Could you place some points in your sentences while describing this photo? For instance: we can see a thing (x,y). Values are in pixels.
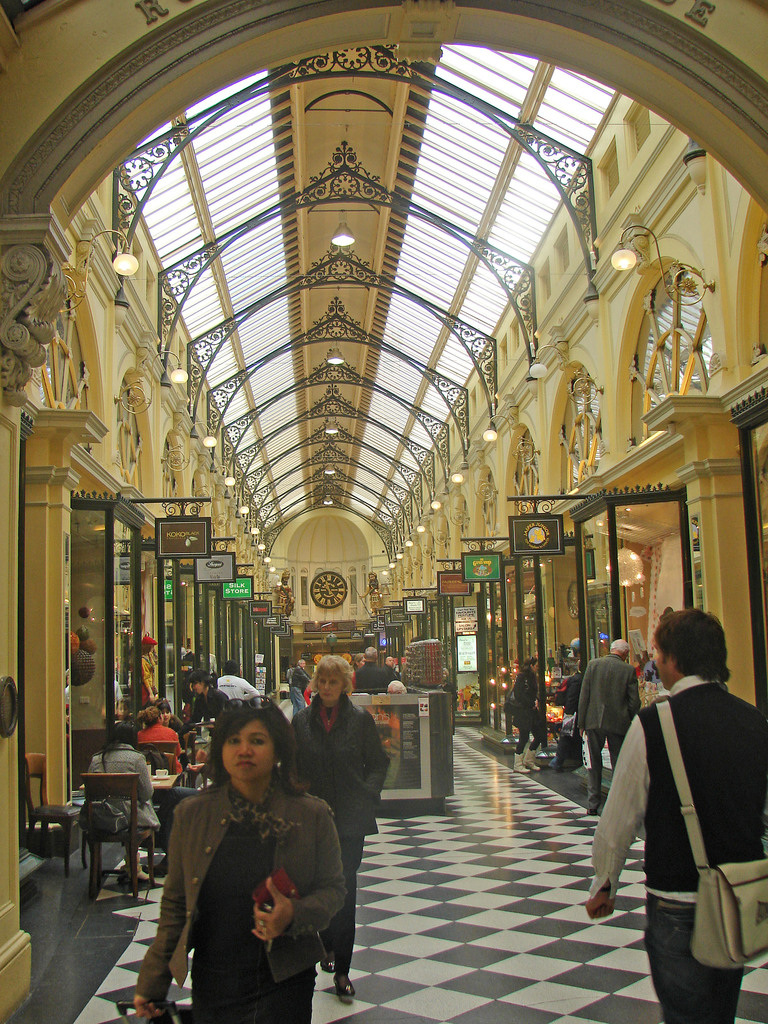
There are some people (318,872) walking in this picture in hall (469,842). There are some light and architecture (111,395) here. In the background (336,590) there is a clock (326,588) to the wall (348,573).
